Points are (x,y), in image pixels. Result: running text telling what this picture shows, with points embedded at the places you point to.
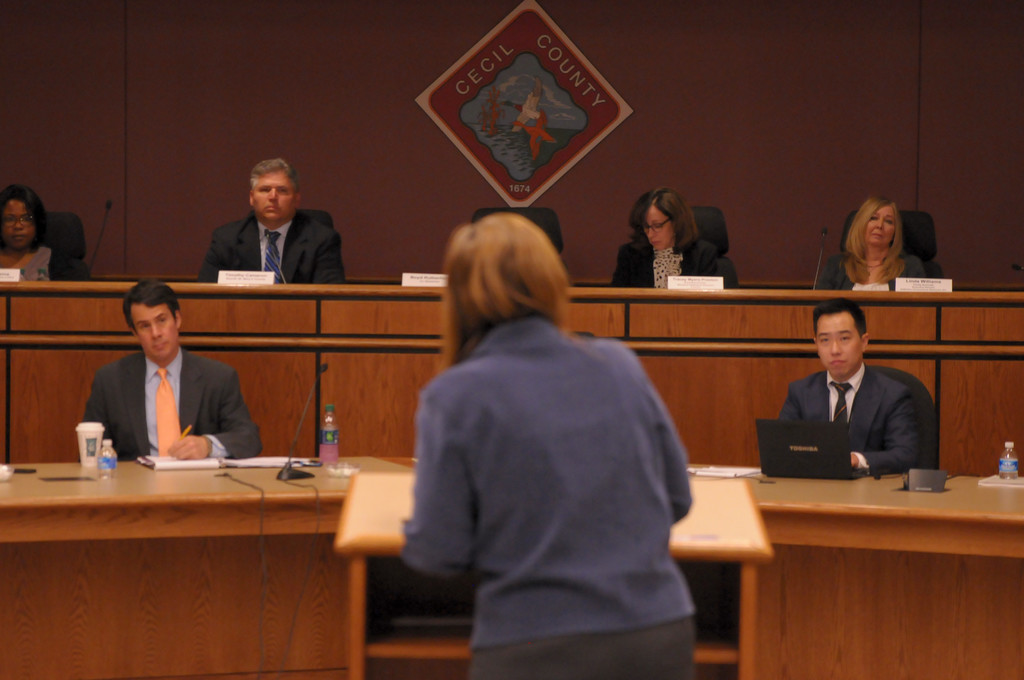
A picture of a room (145,222). This persons (887,427) are sitting on a chair (82,271). In-front of them there is a table (24,580) with mic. On this table (3,580) there are bottles (1006,462) and cup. This person (491,466) is standing. In-front of this person (611,537) there is a podium (711,578).
